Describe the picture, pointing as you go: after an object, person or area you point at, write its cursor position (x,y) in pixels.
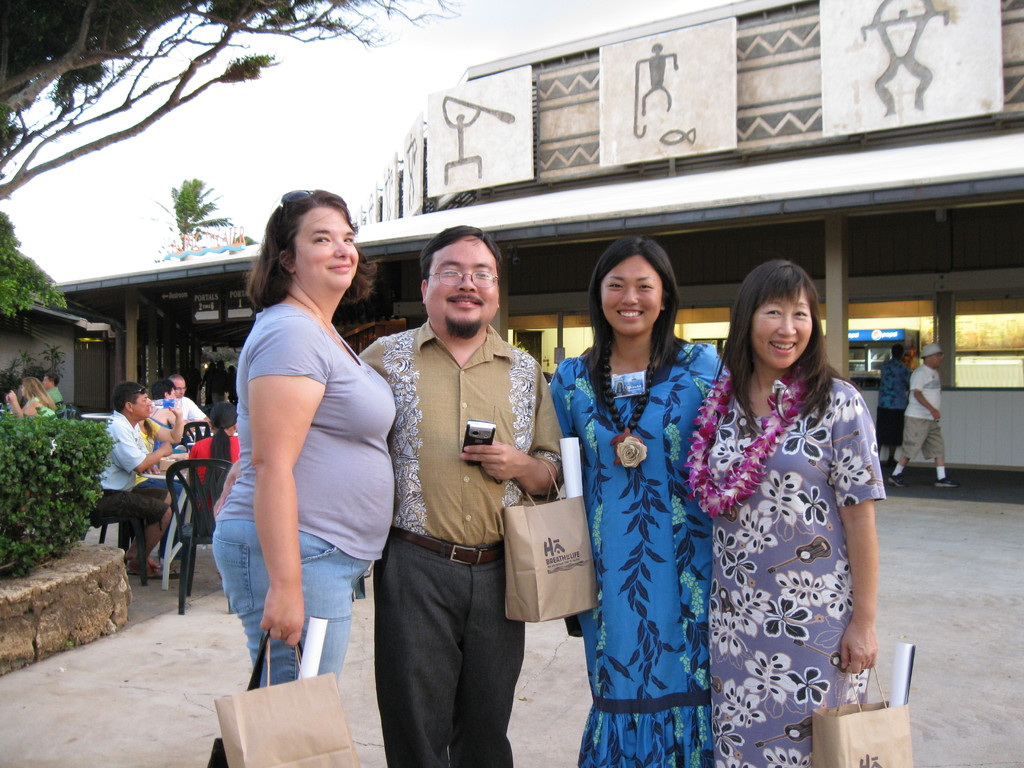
In this image there are four people (415,488) standing on the ground (538,687). They are holding paper bags (518,572) in their hands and they are smiling. The woman (817,708) to the right (717,472) is wearing a garland (738,477) around her neck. Behind them there are people (175,436) sitting on the chairs (214,461) at the tables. To the left (79,434) there are hedges (32,433) and a tree (109,55). In the background (736,239) there is a store (183,280). There are boards (641,96) with pictures (644,93) on the walls (555,129) of the store (414,152). At the top (253,83) there is the sky (213,105).
